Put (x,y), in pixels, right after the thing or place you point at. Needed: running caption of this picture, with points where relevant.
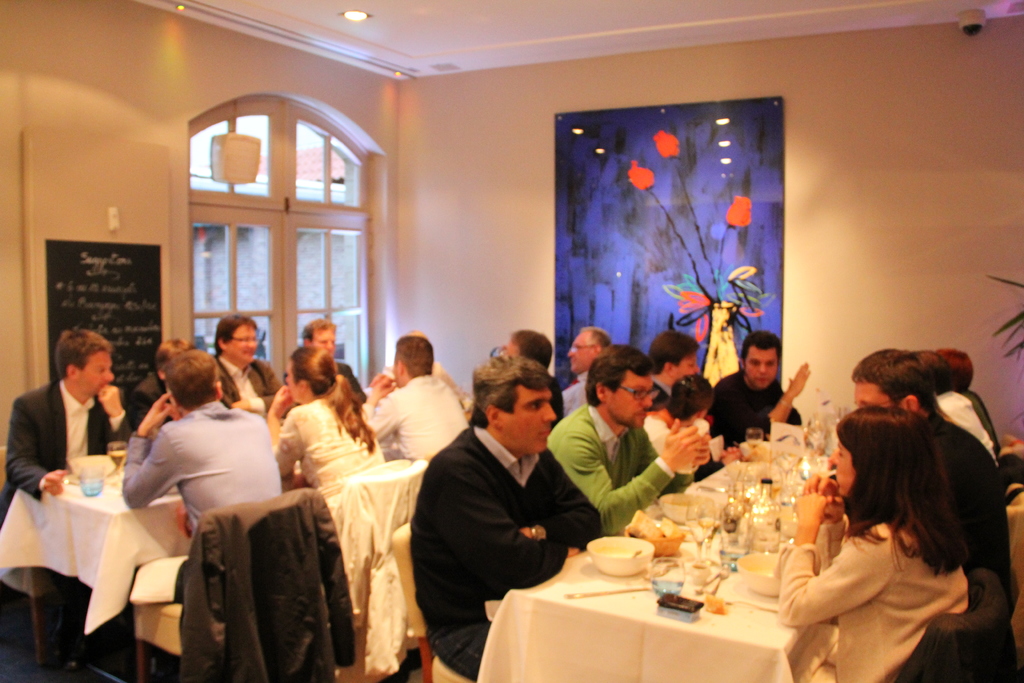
This persons (301,358) are sitting on a chair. In-front of this person (606,479) there is a table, on a table (586,636) there is a bowl (613,548) and glasses (758,496). A painting (764,225) on wall (902,168).
